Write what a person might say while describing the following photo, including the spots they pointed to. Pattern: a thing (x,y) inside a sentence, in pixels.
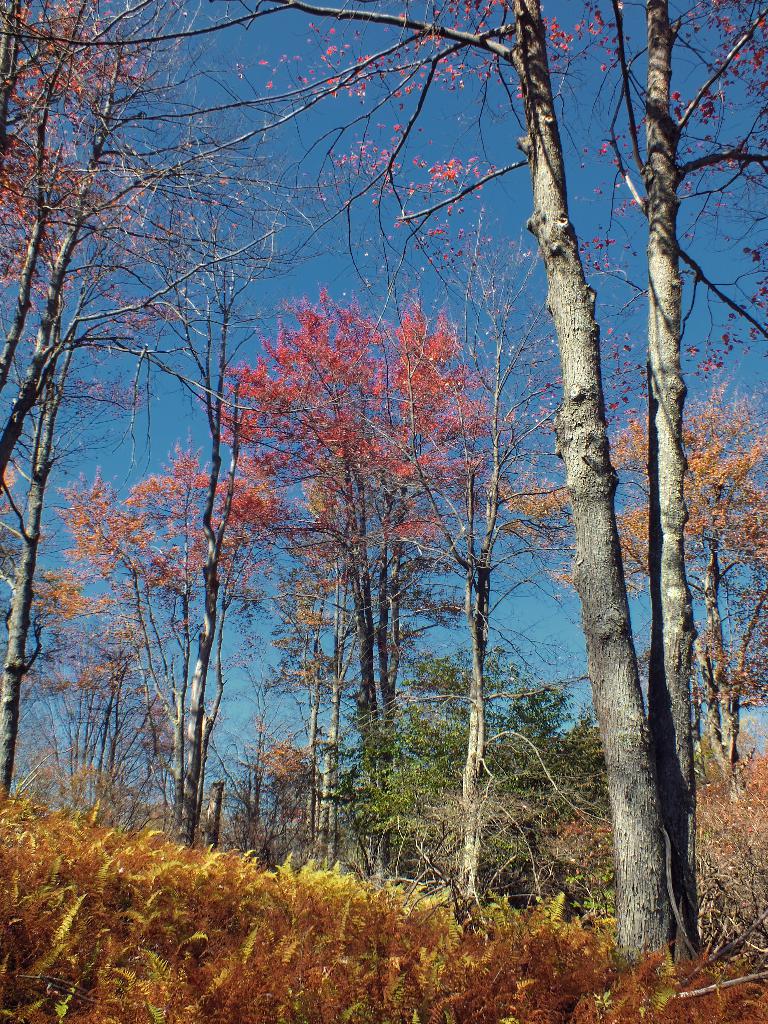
In this image, we can see trees (665,846) and at the top (432,265), there is sky (482,205).
